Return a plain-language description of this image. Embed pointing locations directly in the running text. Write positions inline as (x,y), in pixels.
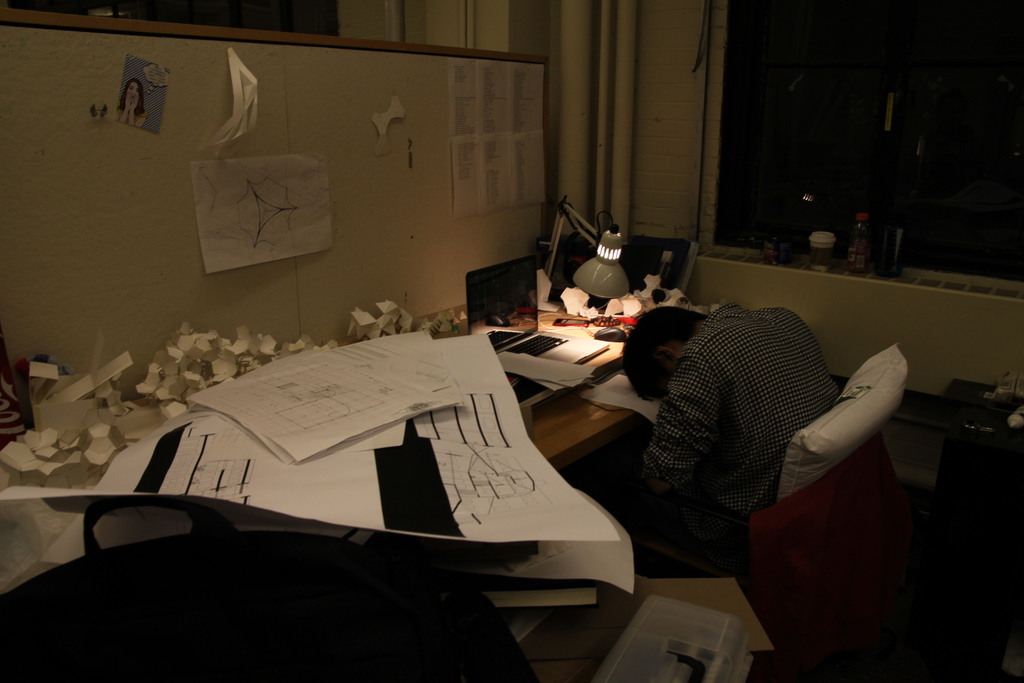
In this image, we can see a person (674,365) sitting. We can see a table (633,396) with some objects (547,476) like a device (510,315), charts (490,351), a light (609,241) and some posters (475,357). We can also see the wall (353,183) with some posters (286,159). We can see a shelf (878,300) with some objects (889,264) like bottles (855,273). We can see the ground (598,652) with a box (697,622). We can see some glass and a black colored object (958,447).
